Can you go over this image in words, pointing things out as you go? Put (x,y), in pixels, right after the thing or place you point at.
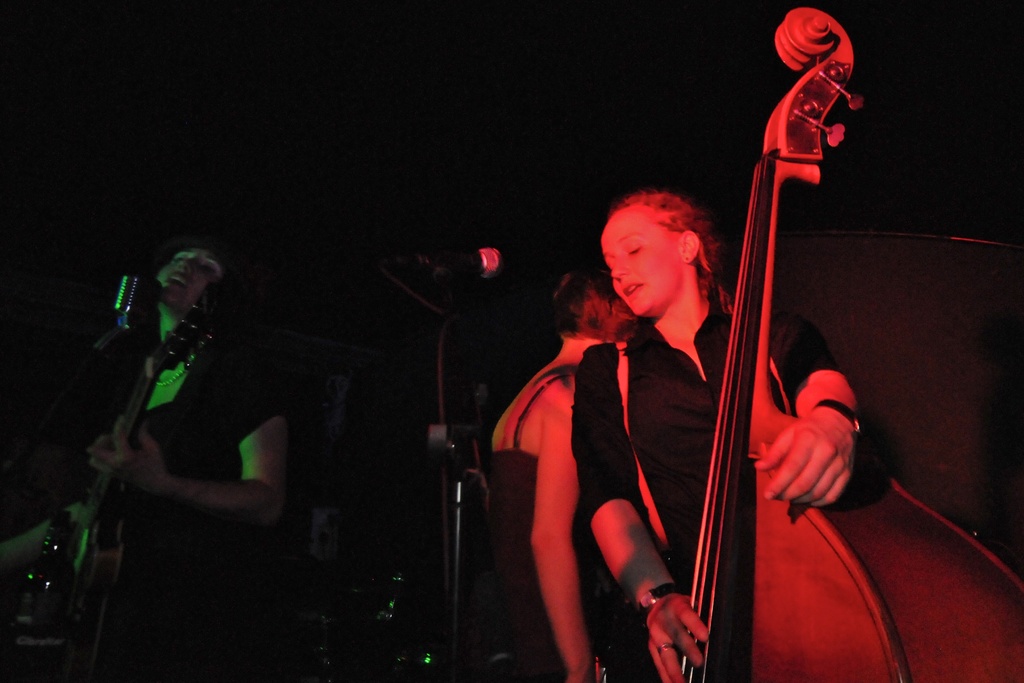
The picture is taken in the dark there are three people (269,456), at the right corner of the picture (748,530) one woman (661,440) is playing an instrument (786,542) in front of the microphone (459,268) and the left corner of the picture (116,595) one woman (141,578) is playing the guitar (99,559) and singing in the microphone (126,324).
